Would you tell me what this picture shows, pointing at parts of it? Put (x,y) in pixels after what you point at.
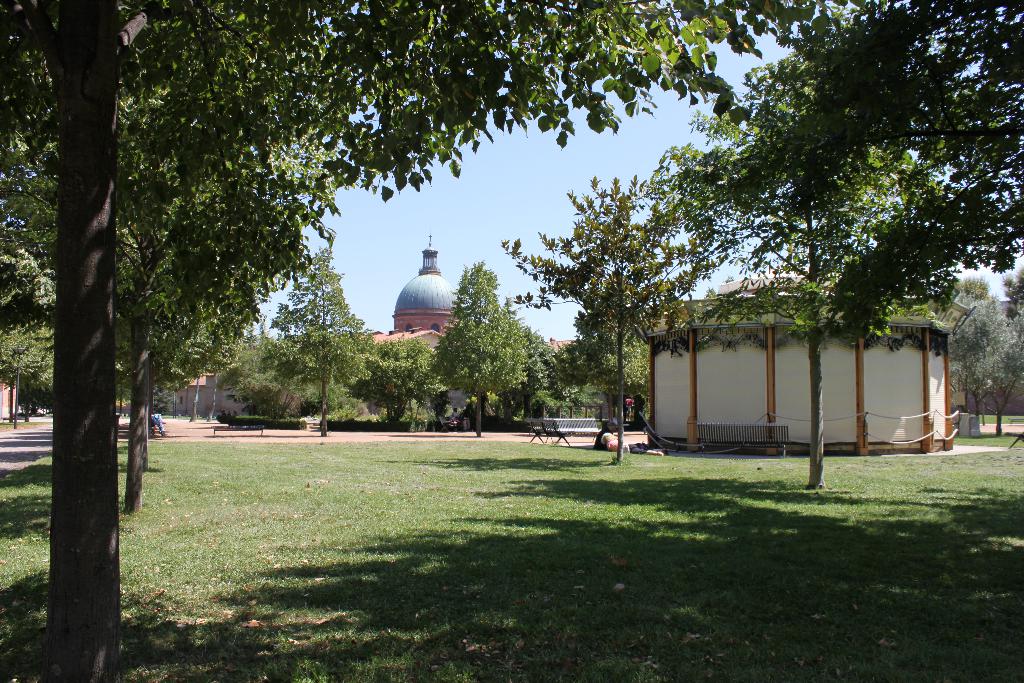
In this picture there are buildings (929,338) and trees (471,391) and there are benches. At the back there might be two persons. At the bottom (578,602) there is grass (363,535) and there is ground (336,437) and there is a pavement (28,434).
